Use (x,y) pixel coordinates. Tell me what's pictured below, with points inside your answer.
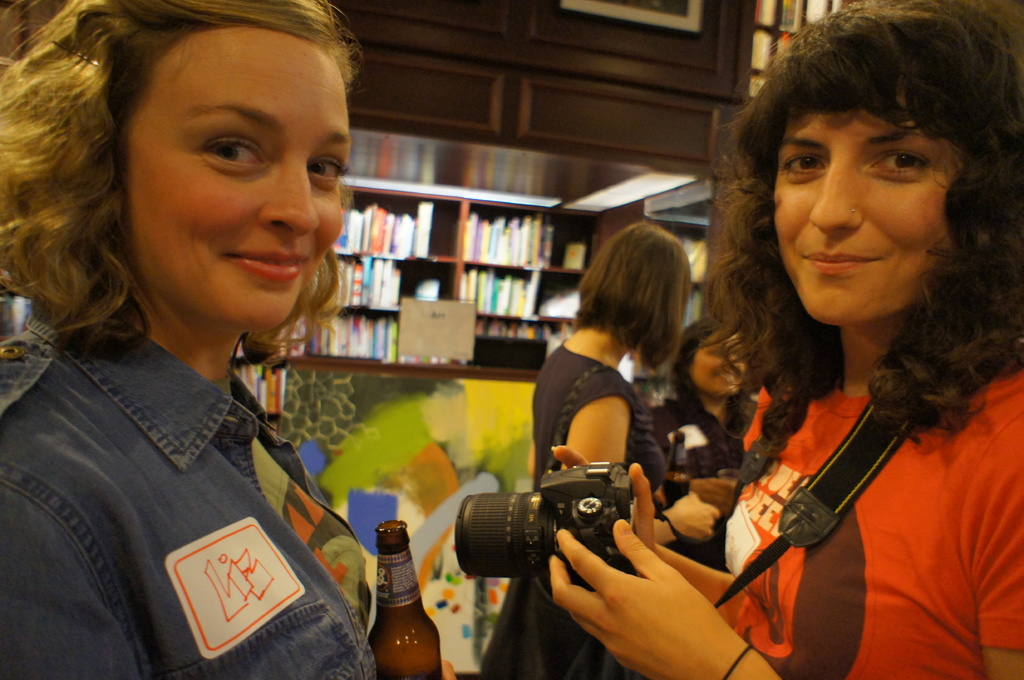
On the background (520,250) we can see books (520,250) in a rack (442,272). This is a board (448,442). Here we can see persons (721,407) standing. We can see two women (823,192) standing in front of the picture and smiling. She is holding a bottle (394,555) in her hands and she is holding a camera (615,482) in her hands (645,564).
